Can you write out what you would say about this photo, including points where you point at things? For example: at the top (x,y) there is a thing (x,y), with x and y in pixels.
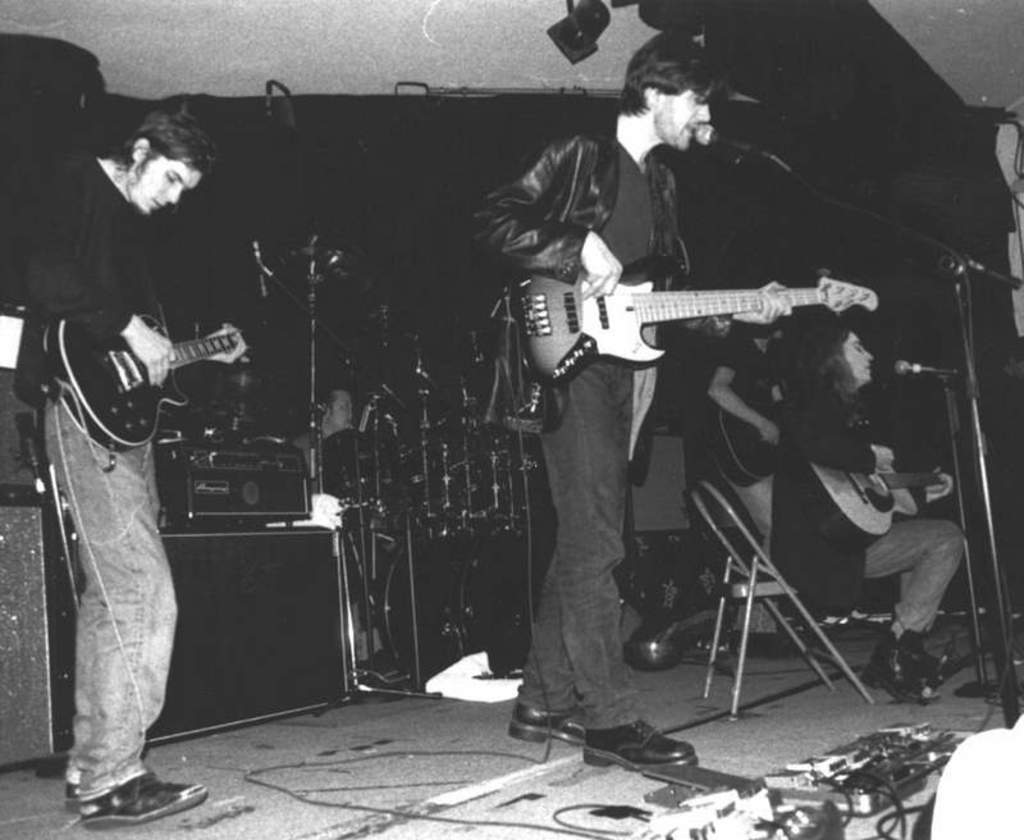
The image is inside the room (544,44). In the image there are group of people (615,525) playing their musical instruments (841,307) in front of a microphone (728,143), in background (497,433) we can see another person (352,403) playing musical instruments (401,512), speaker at bottom (855,745) we can also see switch board (663,807) and few wires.
